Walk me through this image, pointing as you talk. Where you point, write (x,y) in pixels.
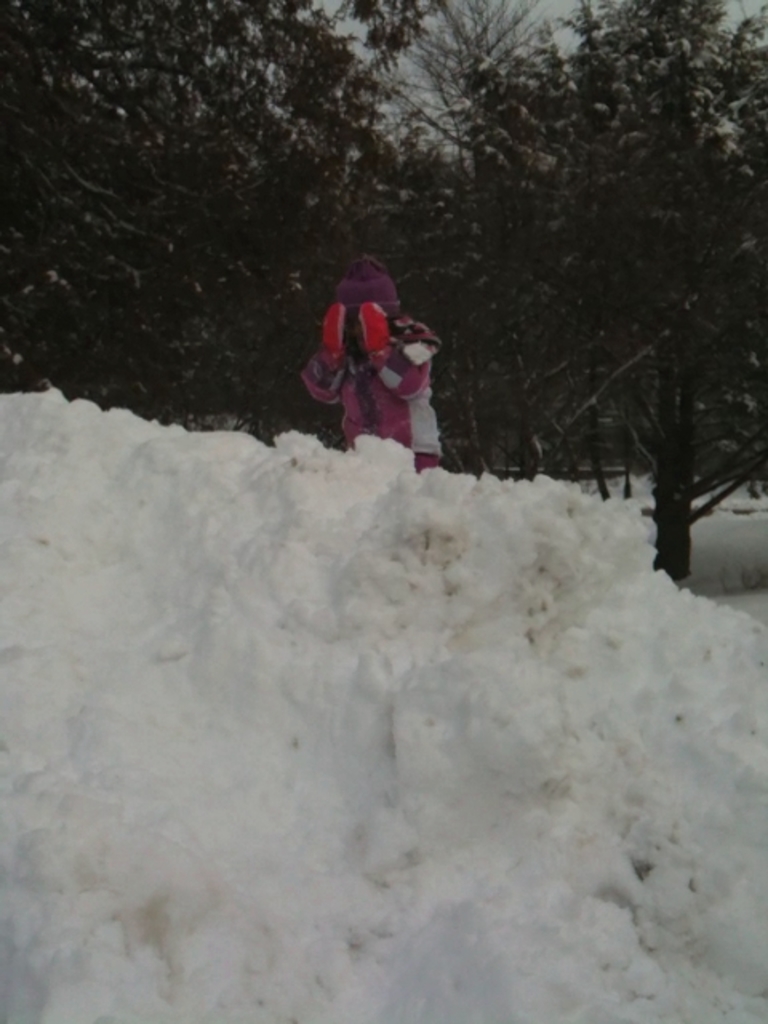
In this image, we can see a person (363,300). We can also see some snow (541,568). There are a few trees (530,254). We can also see the sky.
